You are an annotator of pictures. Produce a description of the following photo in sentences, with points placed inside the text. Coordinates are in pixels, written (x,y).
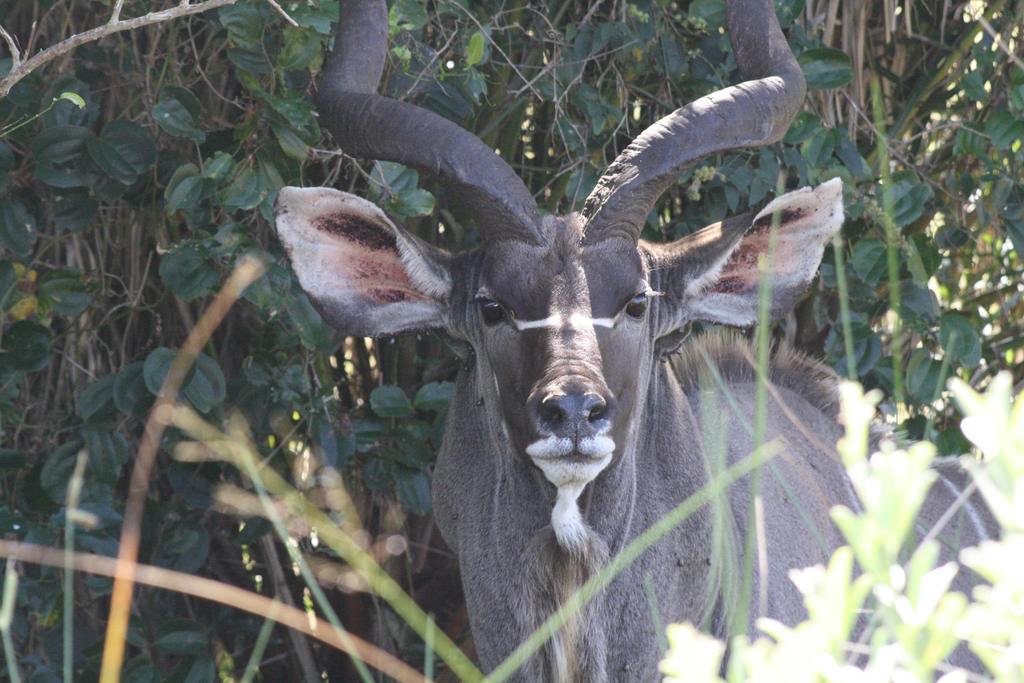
In this image I can see an animal (624,620) and the animal (547,364) is in brown and cream color. In the background (127,136) I can see few plants (16,135) in green color.
